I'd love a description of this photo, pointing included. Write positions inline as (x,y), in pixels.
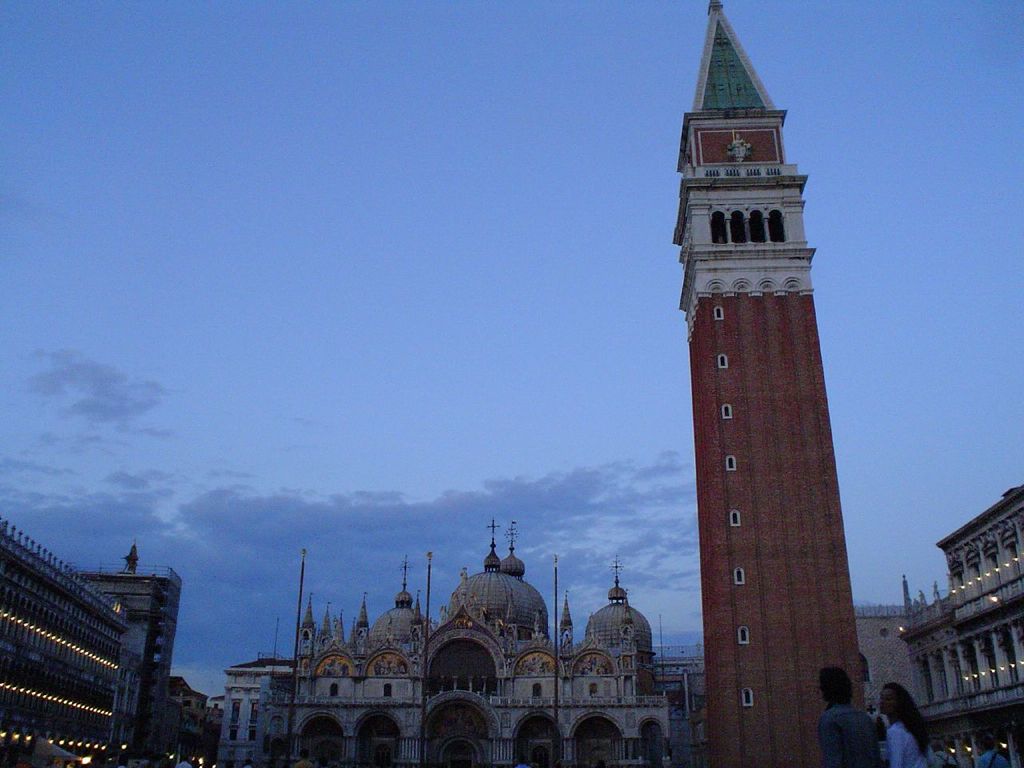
In this image at the bottom (78,667) there are some buildings (660,671) and some lights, on the right side (724,489) there is one tower (811,630) and there are some persons (896,711) who are walking. And at the top of the image (901,104) there is sky (891,303).
